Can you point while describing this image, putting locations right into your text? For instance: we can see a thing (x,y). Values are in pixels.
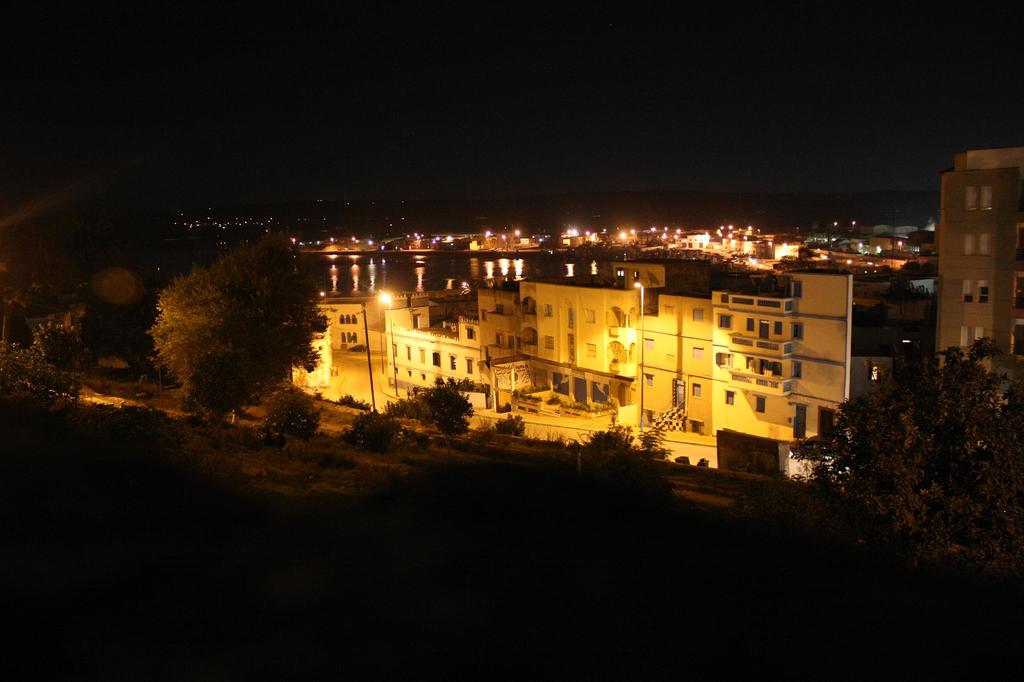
This picture shows few buildings (583,287) and we see lighting (576,236) and trees (189,369) and we see few plants (384,446) and few pole lights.
